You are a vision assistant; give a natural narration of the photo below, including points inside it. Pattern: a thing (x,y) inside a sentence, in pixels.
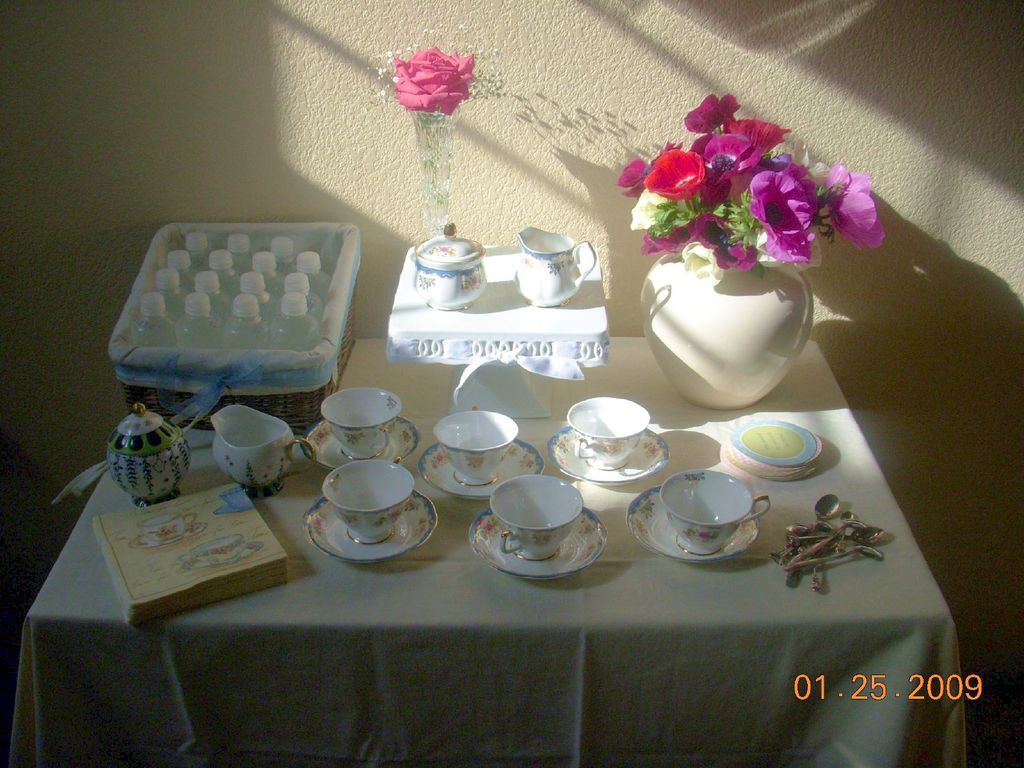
At the bottom of the image (203,614), there is a table (867,455) on which cups (472,449), flower vase (733,300), bottles (238,336) and a cup stand (505,313) is kept. In the background (845,162), there is a wall (586,30) which is light cream in color. This image is taken inside a house (990,327).
